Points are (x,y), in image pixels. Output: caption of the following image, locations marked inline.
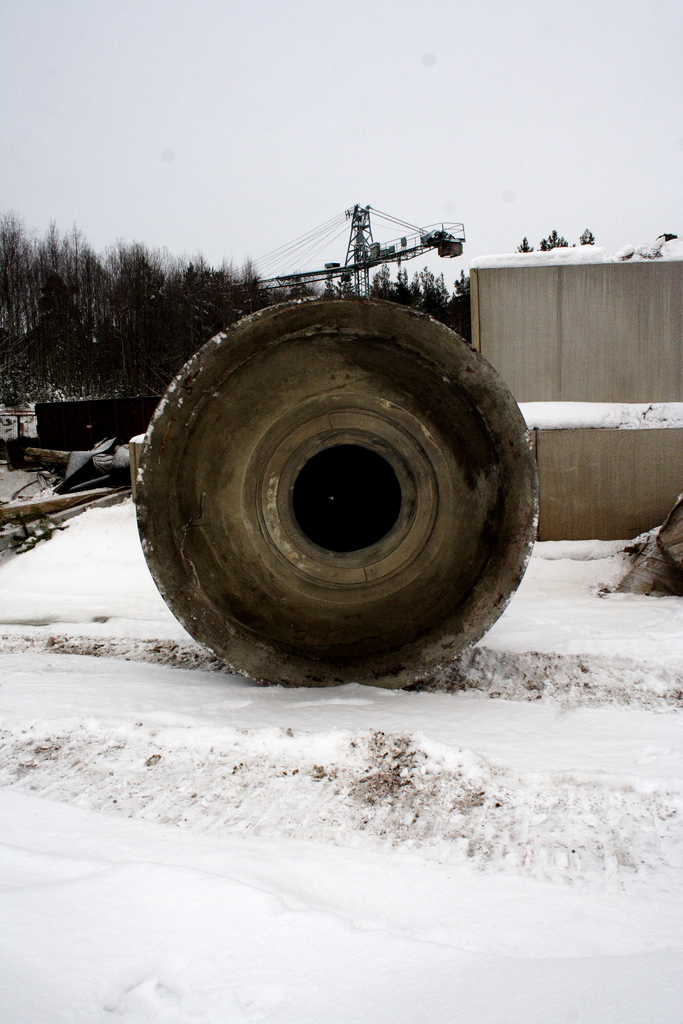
In this image there is an object (314,447) like a concrete pipe (280,463) on the surface of the snow (218,755), behind that there are a few objects (27,498) and concrete blocks (625,520). In the background (430,295) there are trees (36,285), a metal structure (369,250) and the sky (228,134).
